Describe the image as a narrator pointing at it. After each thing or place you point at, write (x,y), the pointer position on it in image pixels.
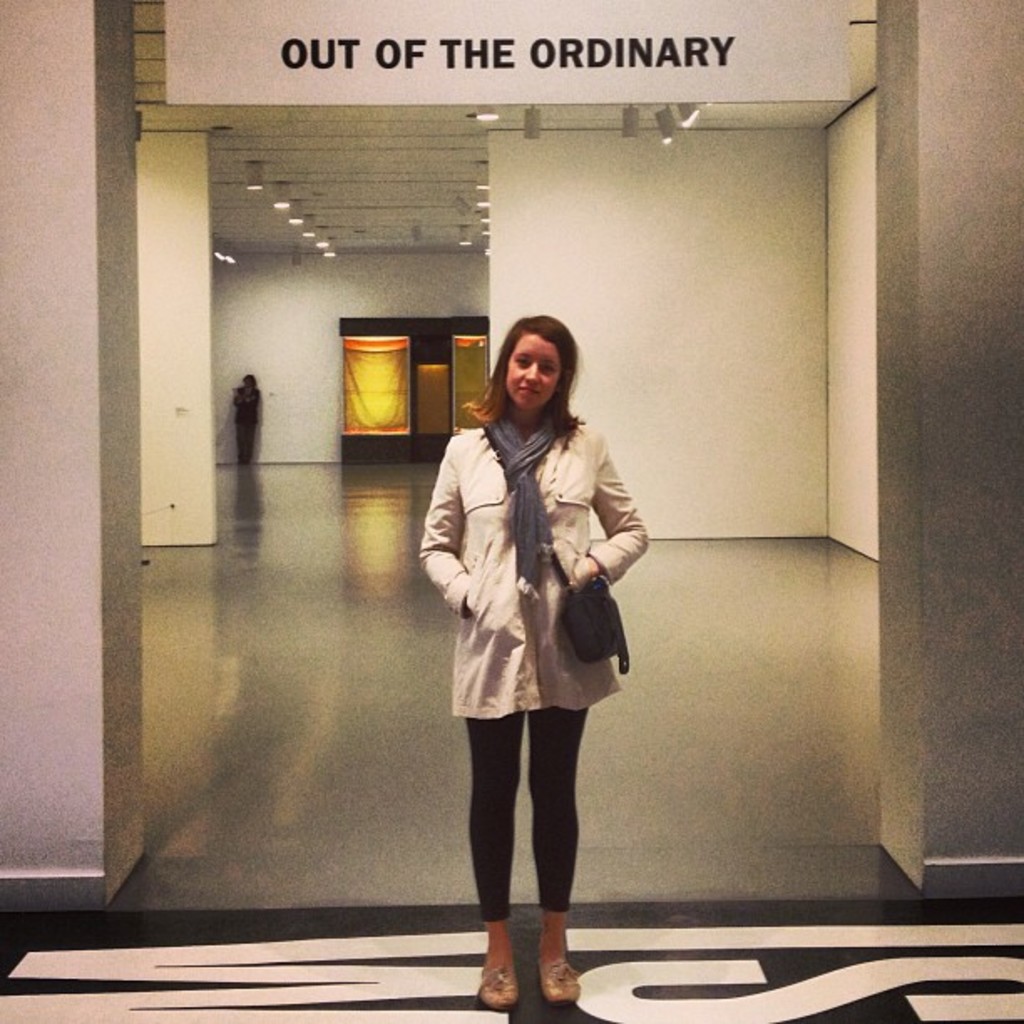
The woman (605,551) in the middle of the picture (577,577) is standing. She is wearing a white dress (513,569) and a black bag (582,645). On either side of the picture, we see the white pillars (924,478) or the white walls (891,681). In the background (249,452), we see a woman (249,421) is standing. Behind her, we see a white wall (297,341) and beside that, we see banners (402,416) in yellow color. At the top (357,236), we see the ceiling (391,195) of the room (338,153) and we even see a white color board (405,62) with some text (381,50) written on it.
